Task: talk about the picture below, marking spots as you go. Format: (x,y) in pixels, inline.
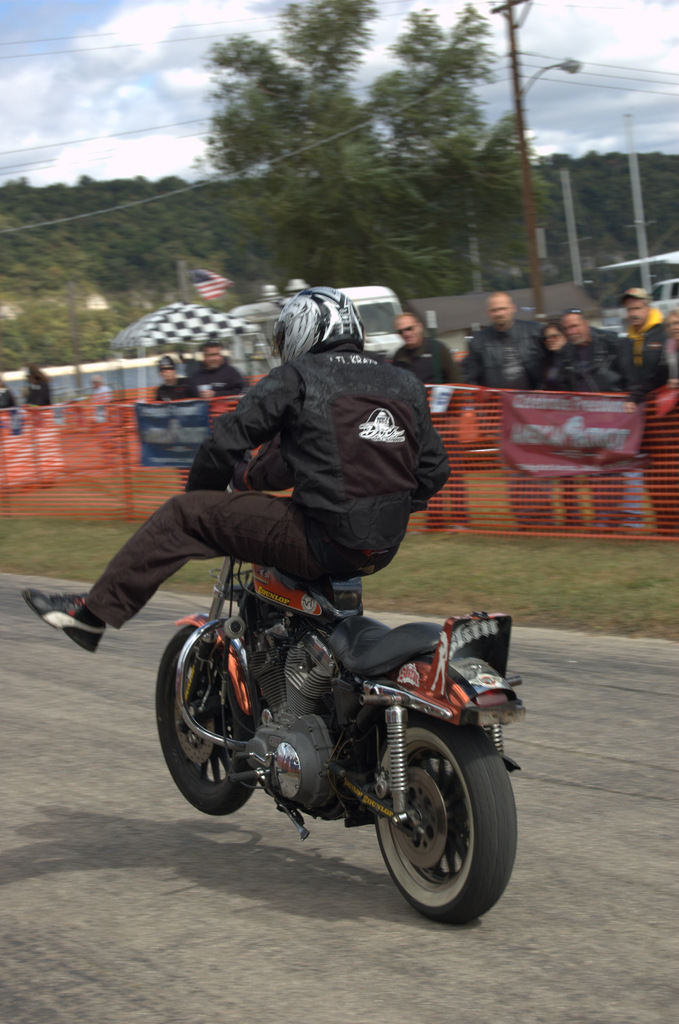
A man (300,488) with black jacket (338,463) is riding a bike (320,607) on the road (325,823). He is wearing a helmet (315,319). To the right side (526,379) there are some people (470,372) standing and watching. In the background (489,209) there is an electrical pole (519,131), trees (417,200) and on the top (127,76) there is a cloudy sky (127,59).
